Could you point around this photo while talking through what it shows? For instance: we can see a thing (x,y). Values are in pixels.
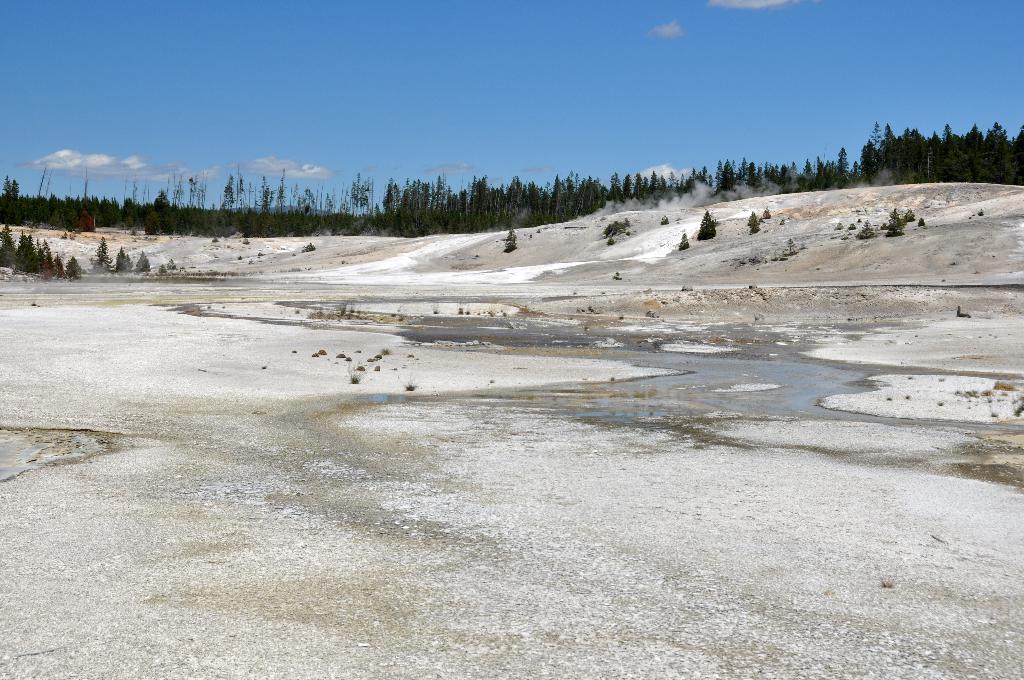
These are the trees (50,201). I can see the water (745,376). These are the clouds (126,174) in the sky (368,67).
